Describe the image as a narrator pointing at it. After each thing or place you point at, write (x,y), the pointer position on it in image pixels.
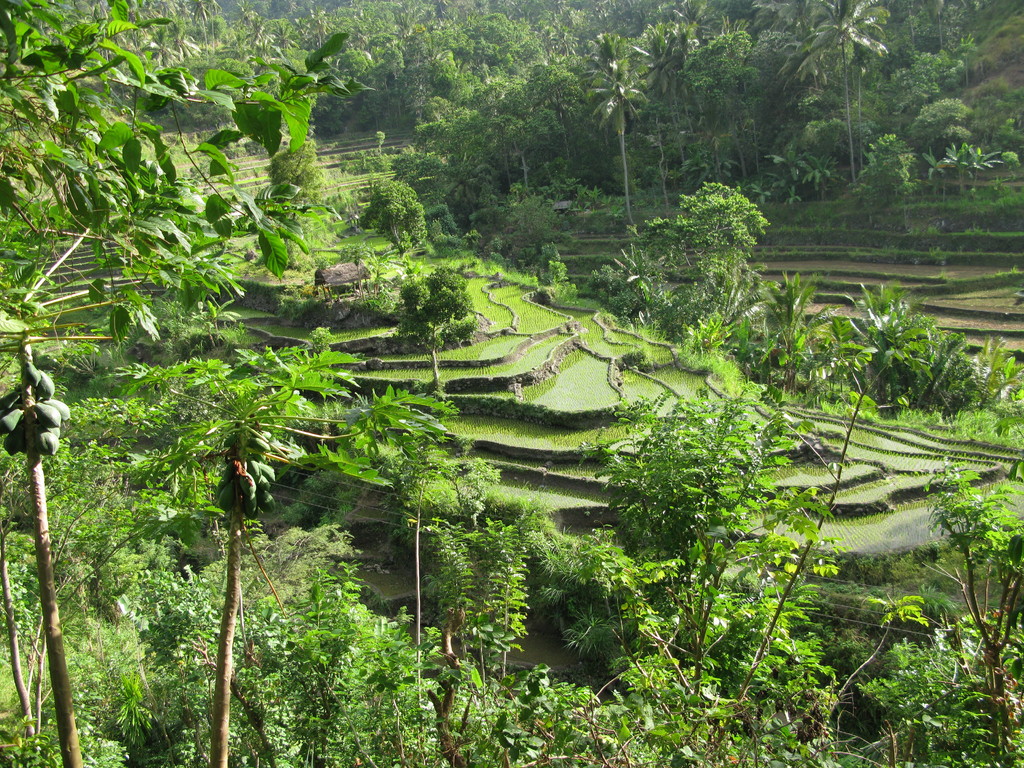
In this image there are trees (146,189) and fields (577,390).
